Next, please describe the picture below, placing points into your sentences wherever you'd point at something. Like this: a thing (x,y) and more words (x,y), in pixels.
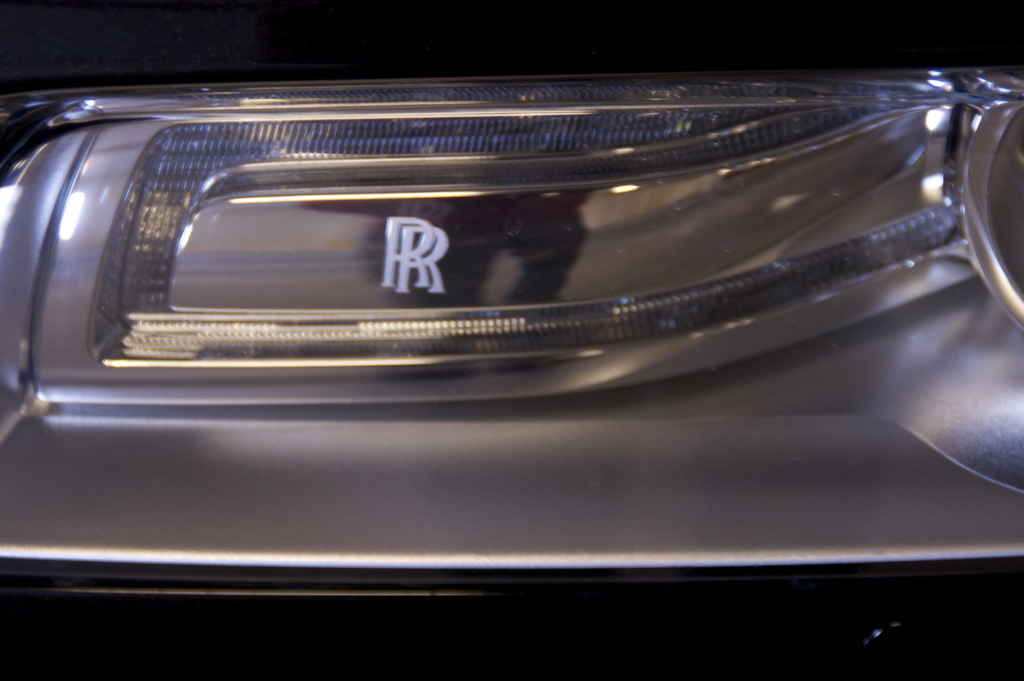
In this image I can see a car (336,140).
